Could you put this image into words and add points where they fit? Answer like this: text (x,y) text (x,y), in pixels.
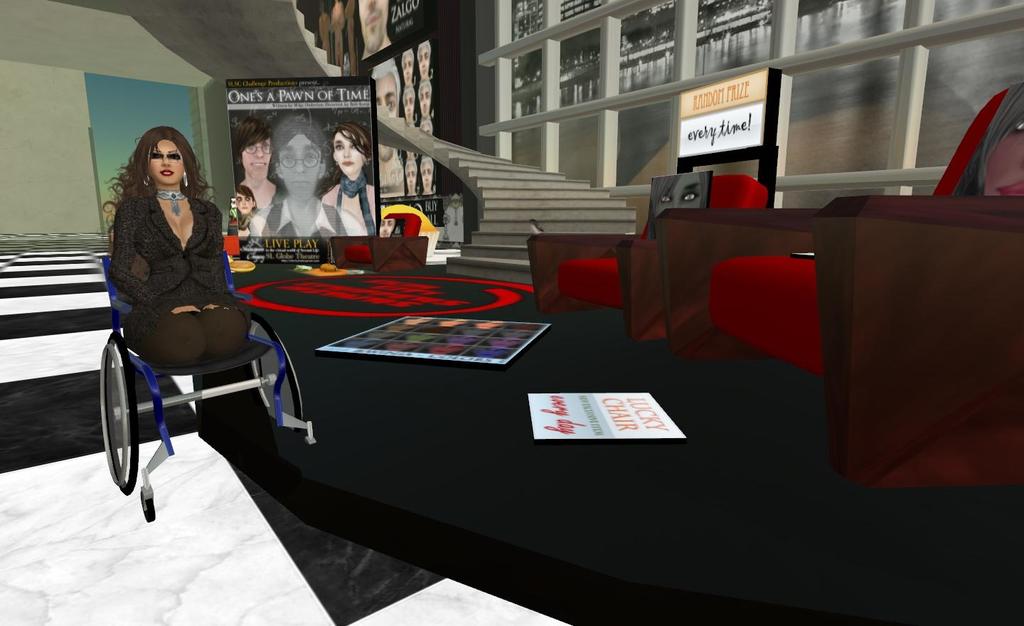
This is an animated picture, where I can see stairs (486,211), boards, chairs (695,259), a person (153,288) sitting on the wheel chair (114,330) and there is window (645,151).
